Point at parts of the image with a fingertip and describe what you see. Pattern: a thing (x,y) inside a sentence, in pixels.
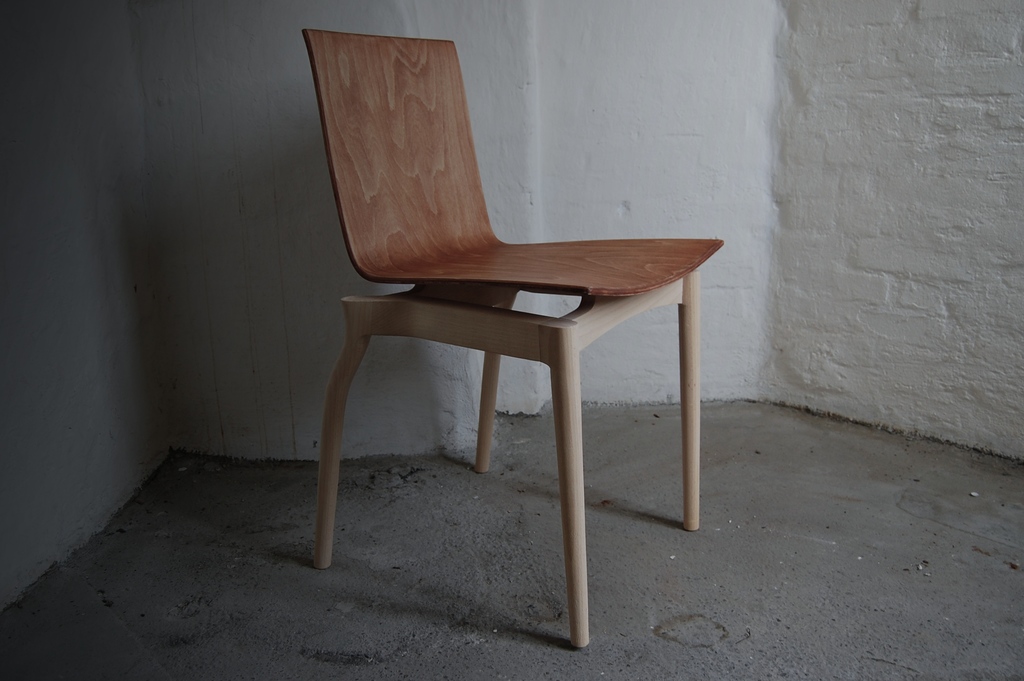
In this image, we can see a chair (562,257) in front of the wall (247,256).
